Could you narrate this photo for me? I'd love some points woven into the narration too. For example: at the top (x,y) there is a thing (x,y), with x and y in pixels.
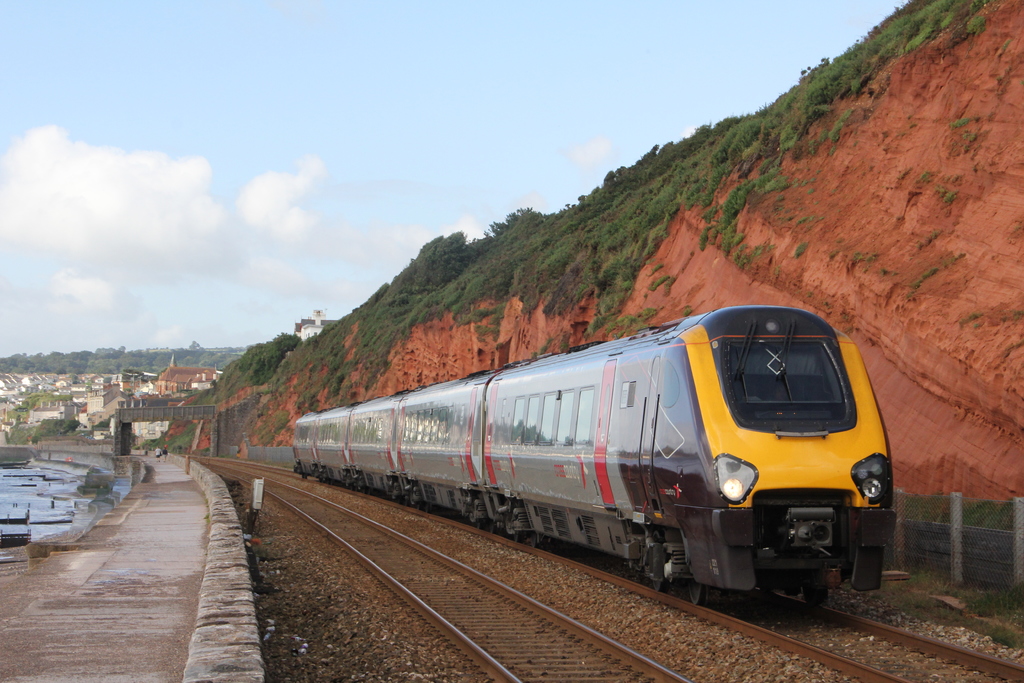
In this image there is a train (624,502) on the track (838,621), behind the train (799,582) there is a hill (750,204) with some trees (471,266) and grass (360,321) on it. On the left side of the image (77,599) there is a path (162,474). In the background (112,392) there are buildings (92,409), trees (157,358) and a sky (185,230).
